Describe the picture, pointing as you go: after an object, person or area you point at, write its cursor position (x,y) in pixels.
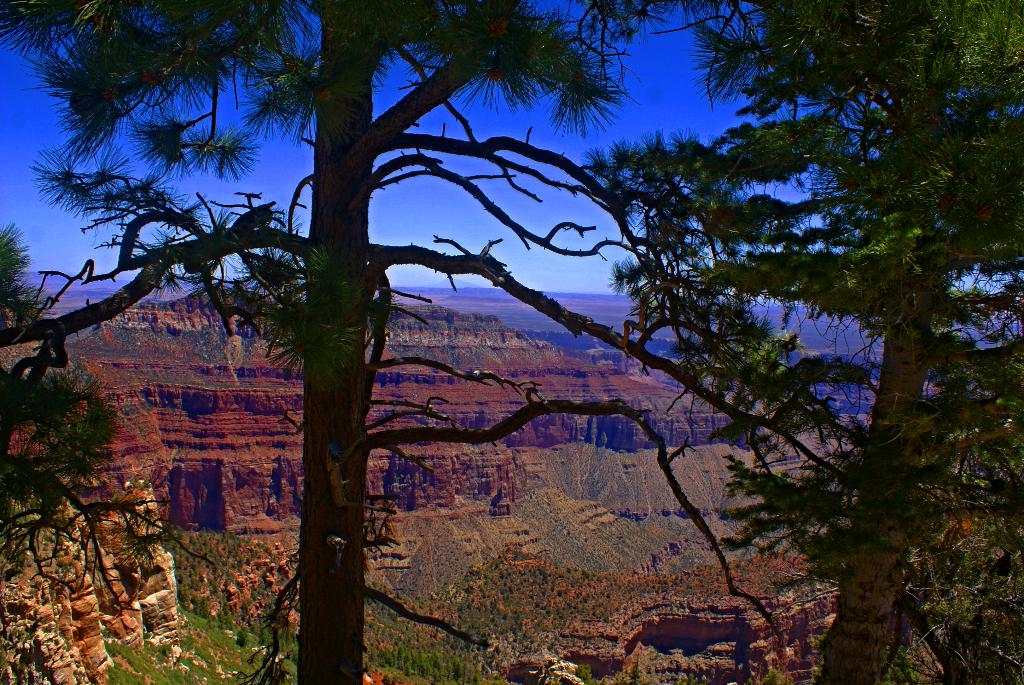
In this image we can see the trees (907,228) and also the hills (487,393). In the background (690,126) we can see the sky (676,130).
